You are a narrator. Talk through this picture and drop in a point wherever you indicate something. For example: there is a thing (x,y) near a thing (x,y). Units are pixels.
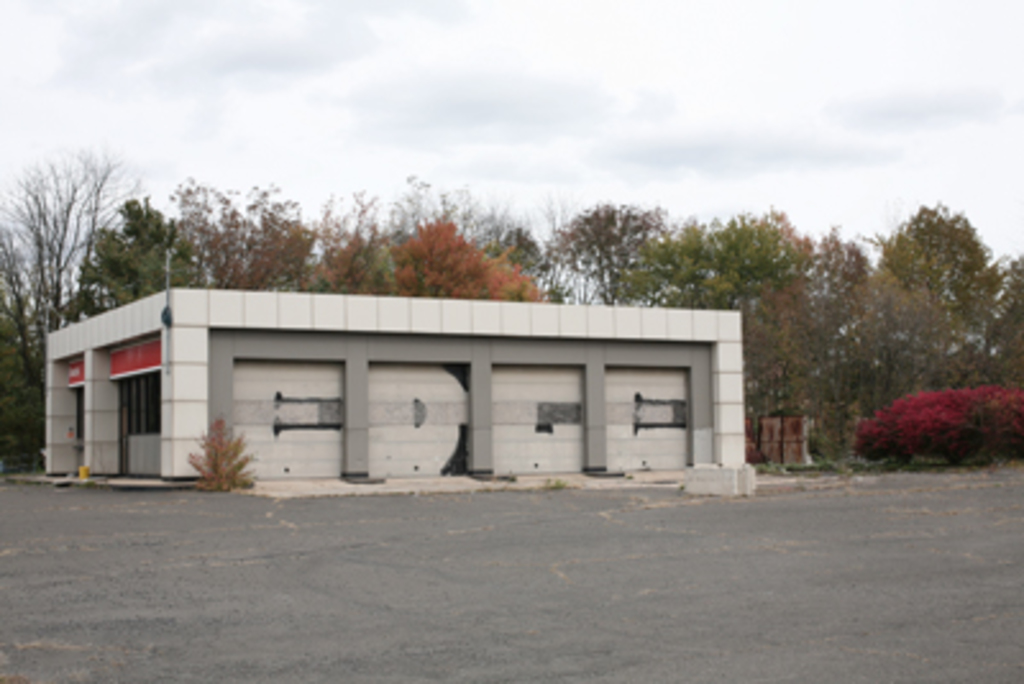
In this image we can see a building (476,347), plants (224,455) and also the trees (320,262). At the top (527,21) there is sky (522,88) and at the bottom (479,576) we can see the road (752,579).
